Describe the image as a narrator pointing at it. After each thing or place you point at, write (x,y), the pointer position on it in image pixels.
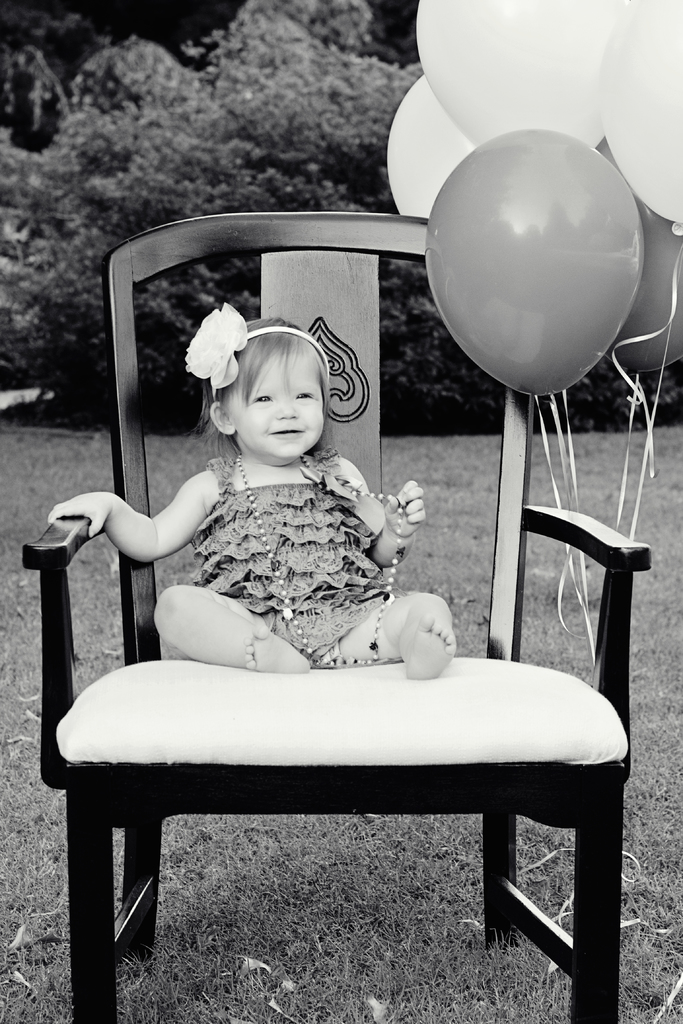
In the image there is a baby (284,489) sat on chair (279,218) and balloons (589,53) are tied to the chair (610,531). On the background (580,467) there are plants (121,178) and the floor (78,440) is of grass (347,912).
